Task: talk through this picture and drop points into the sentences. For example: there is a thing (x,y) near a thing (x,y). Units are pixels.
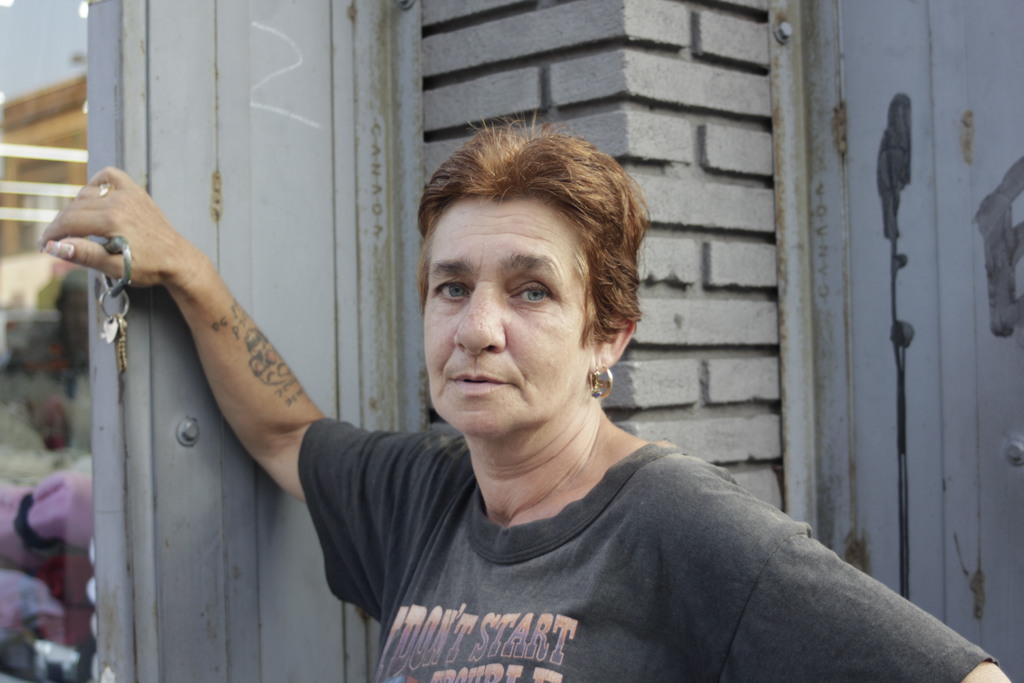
In this image I can see a person (667,515) is standing and holding the keys (119,355). Back I can see the ash color wall (709,108).
